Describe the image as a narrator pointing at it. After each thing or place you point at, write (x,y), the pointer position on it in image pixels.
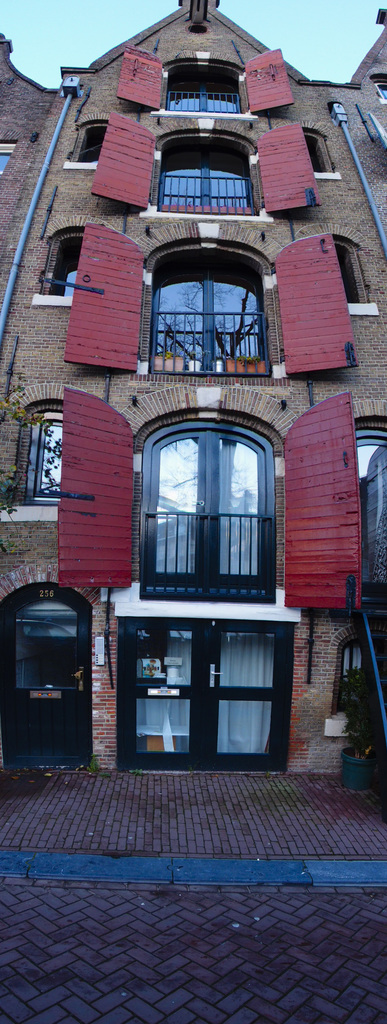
In this image we can see floor (207,810), building (25,556), doors (255,661), poles (370,634), and windows (4,164). At the top of the image (52,51) we can see sky (354,54).
